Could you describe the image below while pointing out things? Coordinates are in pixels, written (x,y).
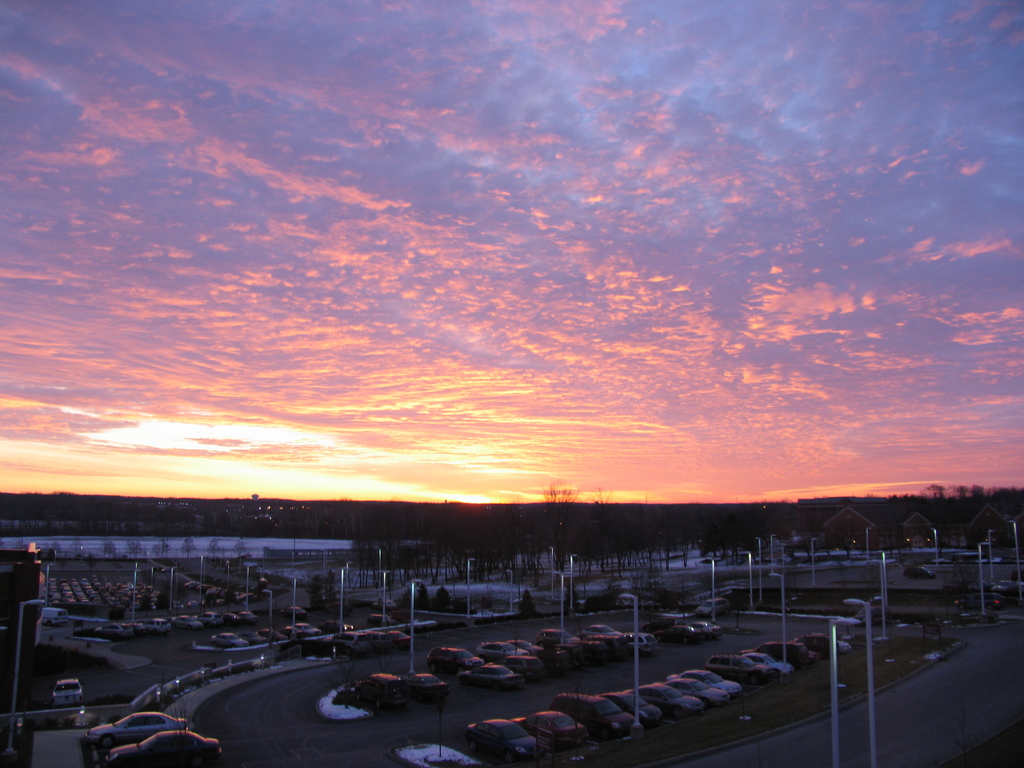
At the bottom of the image (369,621), we can see poles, trees (353,512), vehicles (419,687), buildings (992,524) and roads (294,680). In the background (566,423), we can see the sky (459,298) with clouds (431,394).
